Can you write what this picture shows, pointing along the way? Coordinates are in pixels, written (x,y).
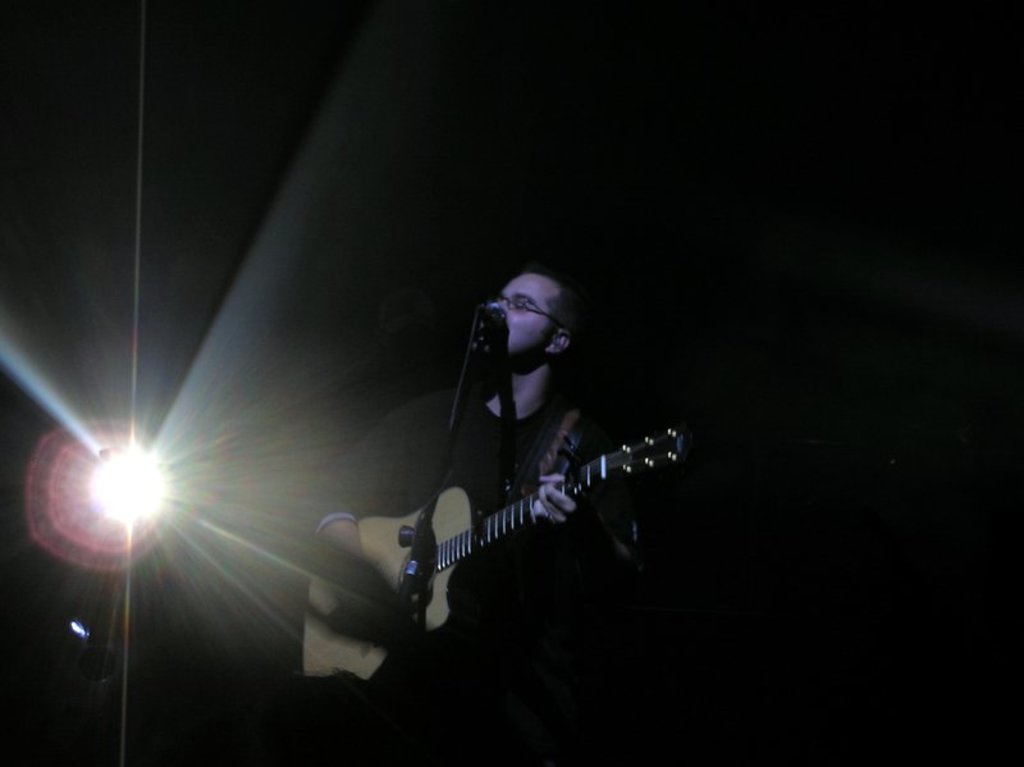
There is a guy (529,481) standing here, holding a guitar (441,528) in his hand (568,489), in front of the microphone (494,303) and stand (424,543). Behind him there is a light (153,492).
